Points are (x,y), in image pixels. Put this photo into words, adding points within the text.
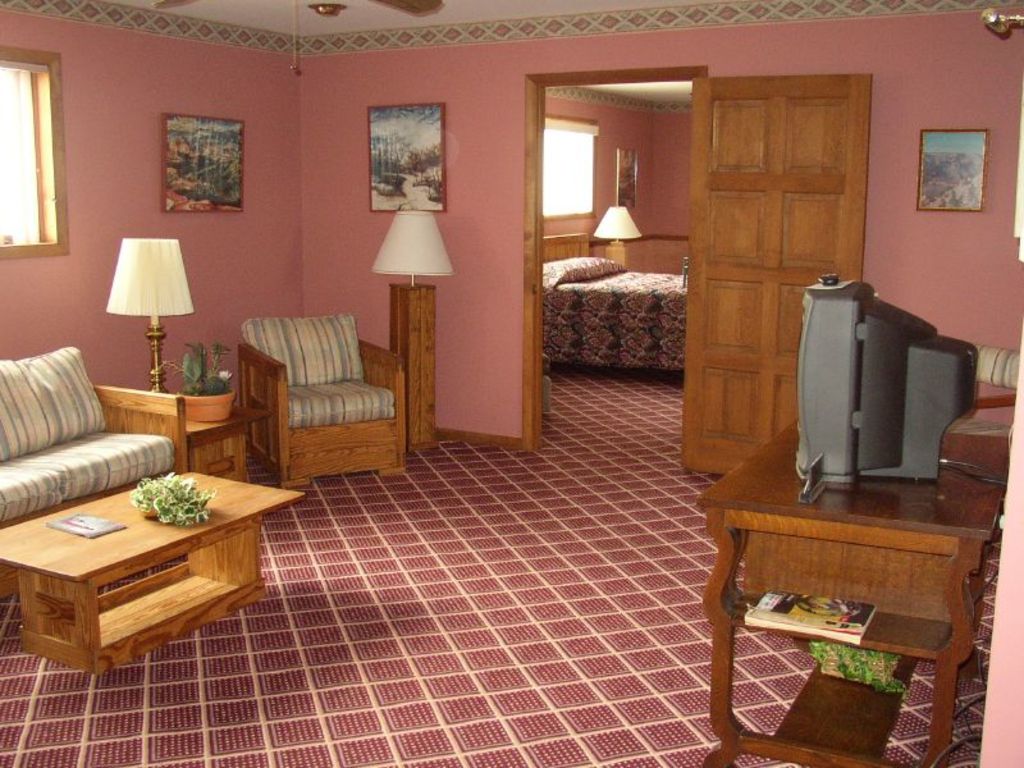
In this image we can see a sofa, chair (301,410), some plants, books (847,623), a television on a table (866,643), the lamps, windows (28,240) and some photo frames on the walls (933,285). We can also see a door (699,344), a bed (647,348) with a pillow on it, a ceiling light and a ceiling fan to a roof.
